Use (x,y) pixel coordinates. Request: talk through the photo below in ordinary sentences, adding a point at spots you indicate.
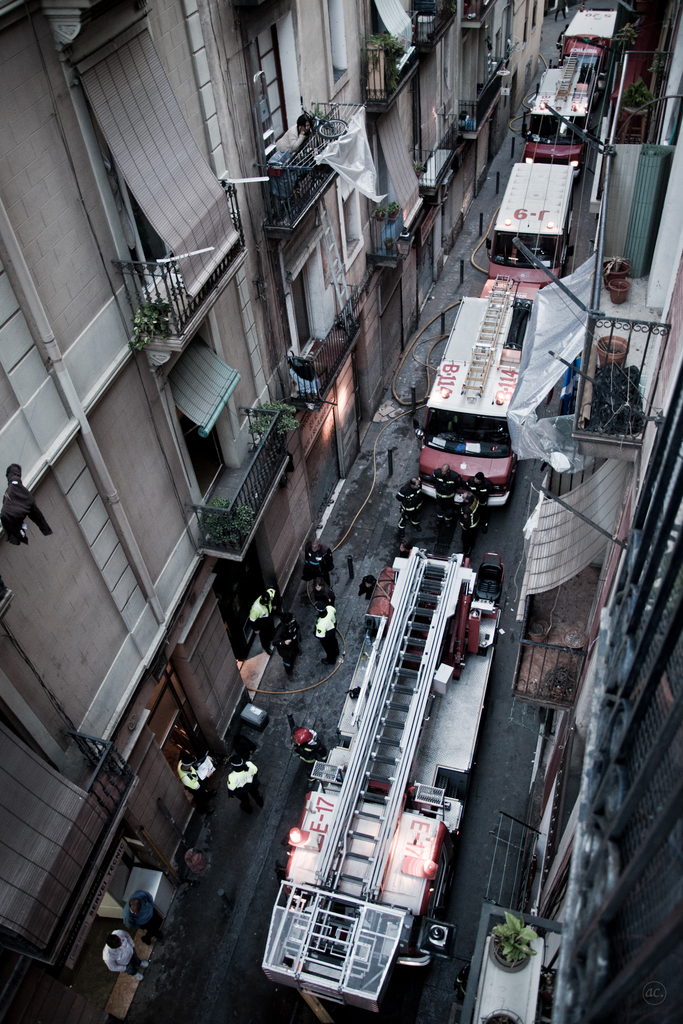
This is a top view image. Here we can see few people (438,482) standing and few vehicles (424,464) on the road (353,537). To the either side of the road (305,586) there are buildings (344,442). We can also see windows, clothes (565,402), fences (7,590), house plants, poles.
